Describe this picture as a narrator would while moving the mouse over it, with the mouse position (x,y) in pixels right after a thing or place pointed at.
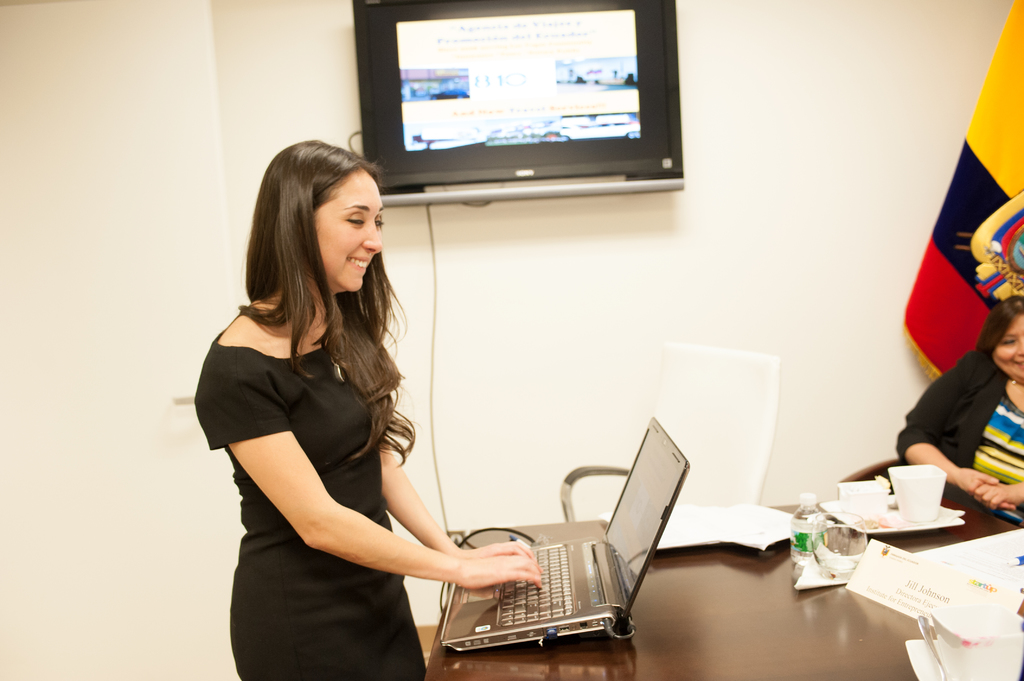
The women (302,478) wearing black dress (342,488) is operating laptop (544,582) which is placed on the table (655,576) and there is a television (536,92) beside and there is another person (991,402) sitting in the right corner (967,430).
